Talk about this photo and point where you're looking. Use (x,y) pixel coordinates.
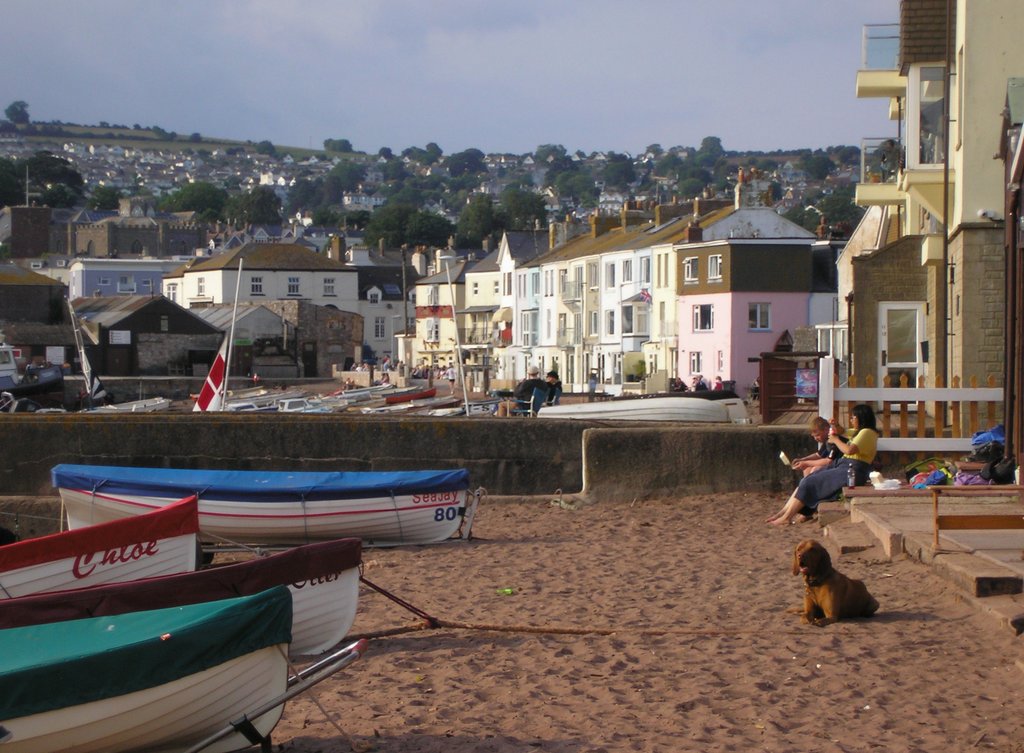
In this image there are few boats (166,692) on the land (783,674). Few persons (836,461) are sitting on the floor (851,491). A dog (839,610) is sitting on the land (782,571). Few persons (516,393) are sitting on the chairs (540,405). There is a wall (166,448). Behind there are few boats (231,400). Background (277,286) there are few buildings (437,283) and trees (486,222). Top of the image (607,75) there is sky (643,84).
